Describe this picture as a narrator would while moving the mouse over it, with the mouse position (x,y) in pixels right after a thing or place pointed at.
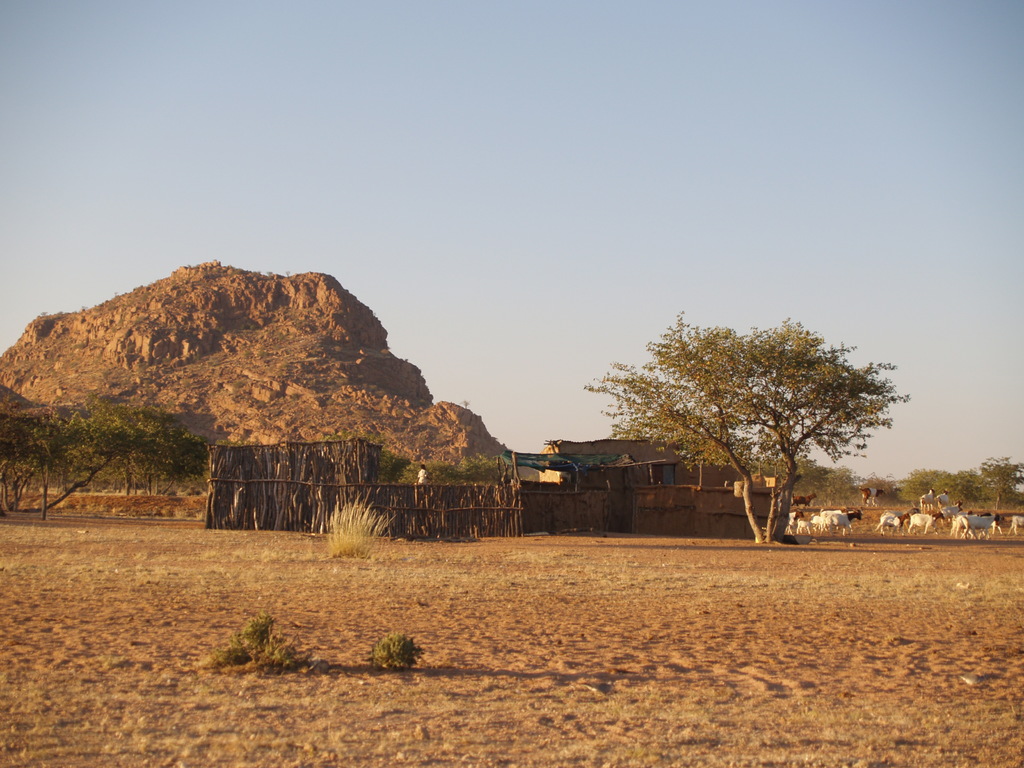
In this image I see the wooden fencing (505,503) over here and I see animals (934,493) which are of white, black and brown in color and I see the sand (501,602). I can also see the grass (367,522), trees (48,467) and the mountain (251,395) over here. In the background (27,236) I see the clear sky (518,166).
